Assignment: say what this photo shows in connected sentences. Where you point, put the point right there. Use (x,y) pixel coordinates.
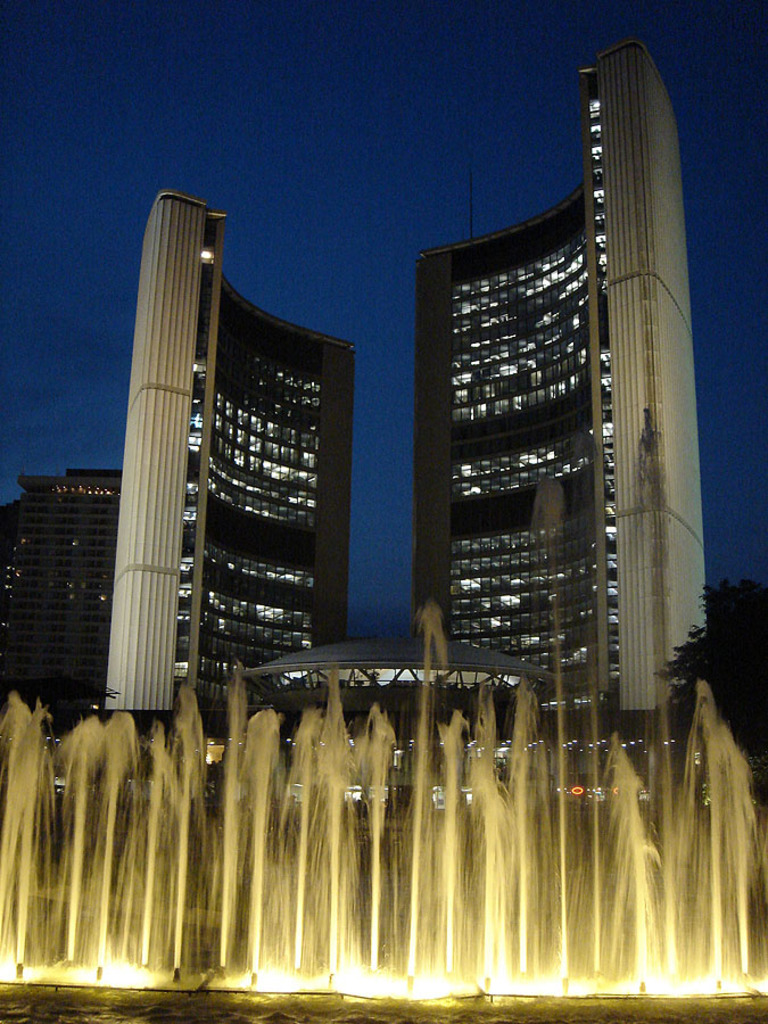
In the background (448,138) we can see the sky (360,138). In this picture we can see buildings (458,264). At the bottom portion of the picture (613,987) we can see water fountain (380,1002) and lights (719,991).
